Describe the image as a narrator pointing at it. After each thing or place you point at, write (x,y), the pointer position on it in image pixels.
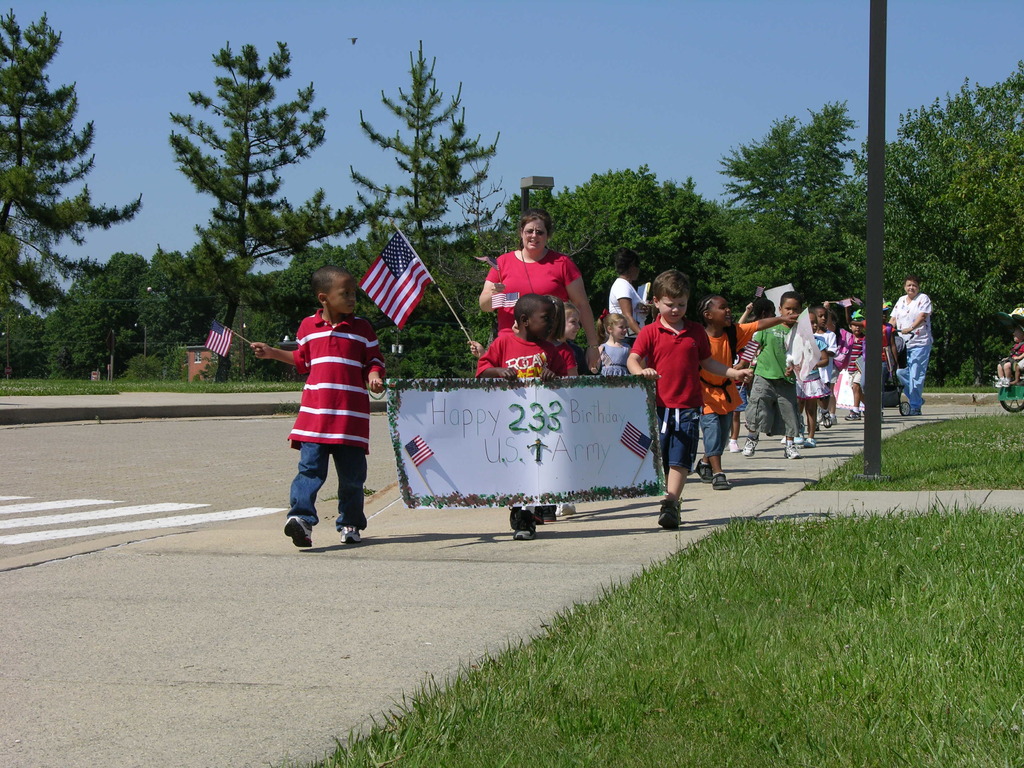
In the bottom right corner of the image (858,730) there is grass (519,732). In the middle of the image (679,445) few children (761,427) and people (524,295) are walking and holding some banners (637,387) and flags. Behind them there are some poles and trees (73,210). At the top of the image (183,199) there is sky (534,173).
